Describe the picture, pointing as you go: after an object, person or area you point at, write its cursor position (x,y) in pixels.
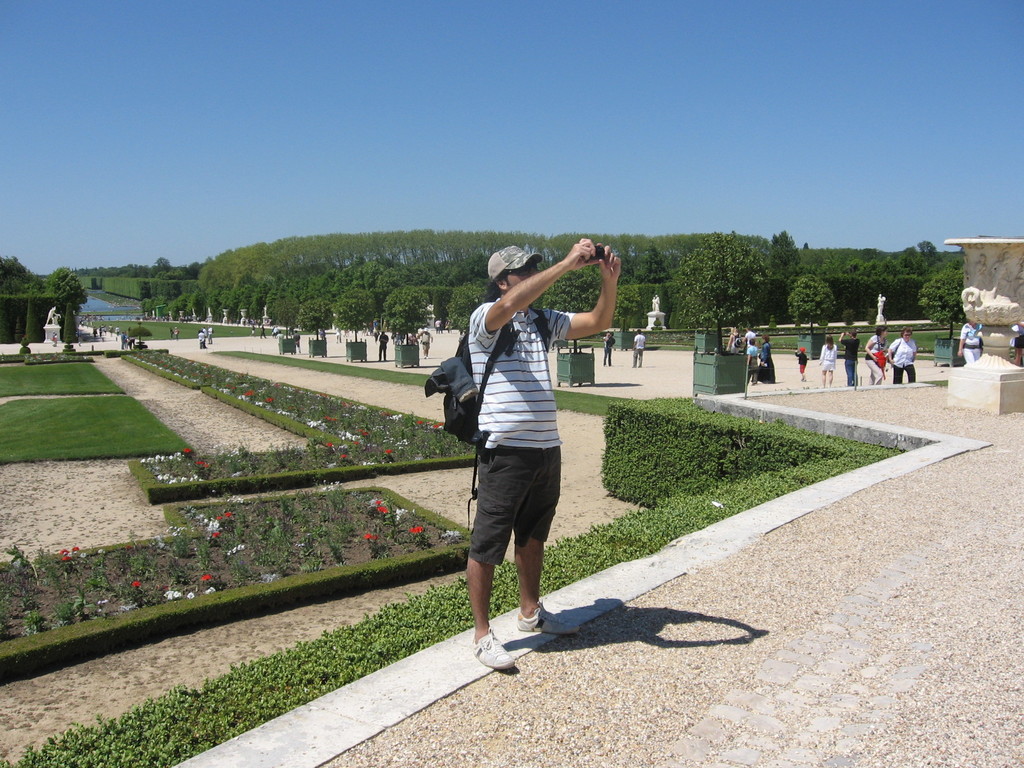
In this image there is a person (555,444) with hat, backpack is standing and holding a camera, and in the background (617,297) there are plants (232,558) with flowers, grass (269,353), trees (959,316), sculptures (990,307), group of people (848,348) and there is sky (514,147).
